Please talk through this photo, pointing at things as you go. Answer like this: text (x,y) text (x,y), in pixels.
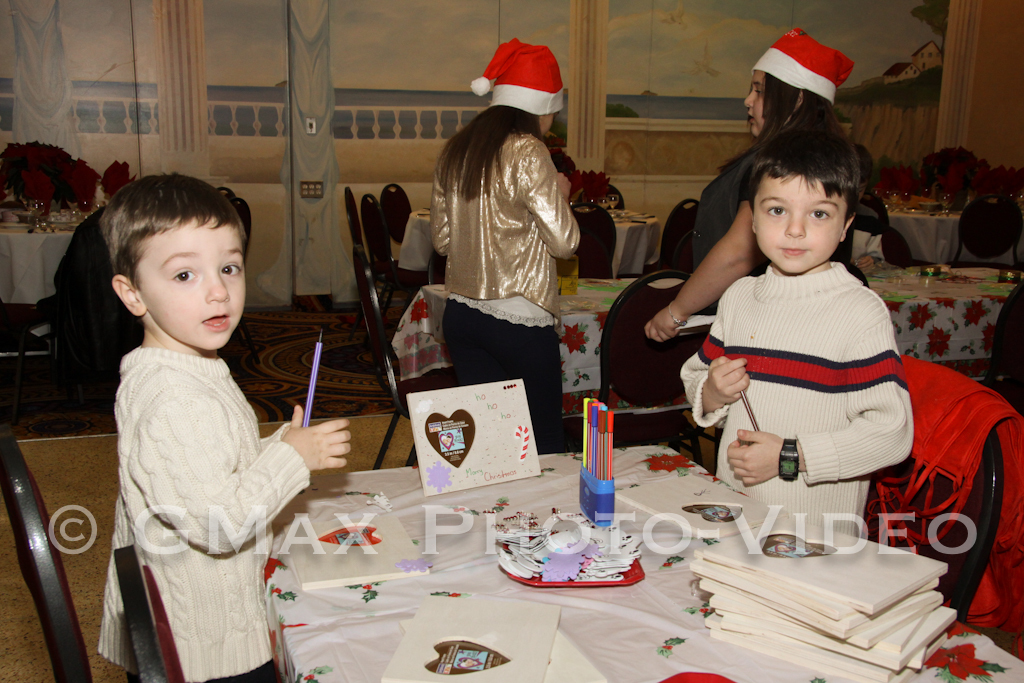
In this image we can see people (529,372) standing on the floor (399,449) and tables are placed in front of them. On the tables (561,593) we can see canvas boards (706,573), color pens (597,452), photo frame (456,420) and a table cloth (610,597). In the background (66,186) there are crockery (55,220) and flower bouquets (69,164).
